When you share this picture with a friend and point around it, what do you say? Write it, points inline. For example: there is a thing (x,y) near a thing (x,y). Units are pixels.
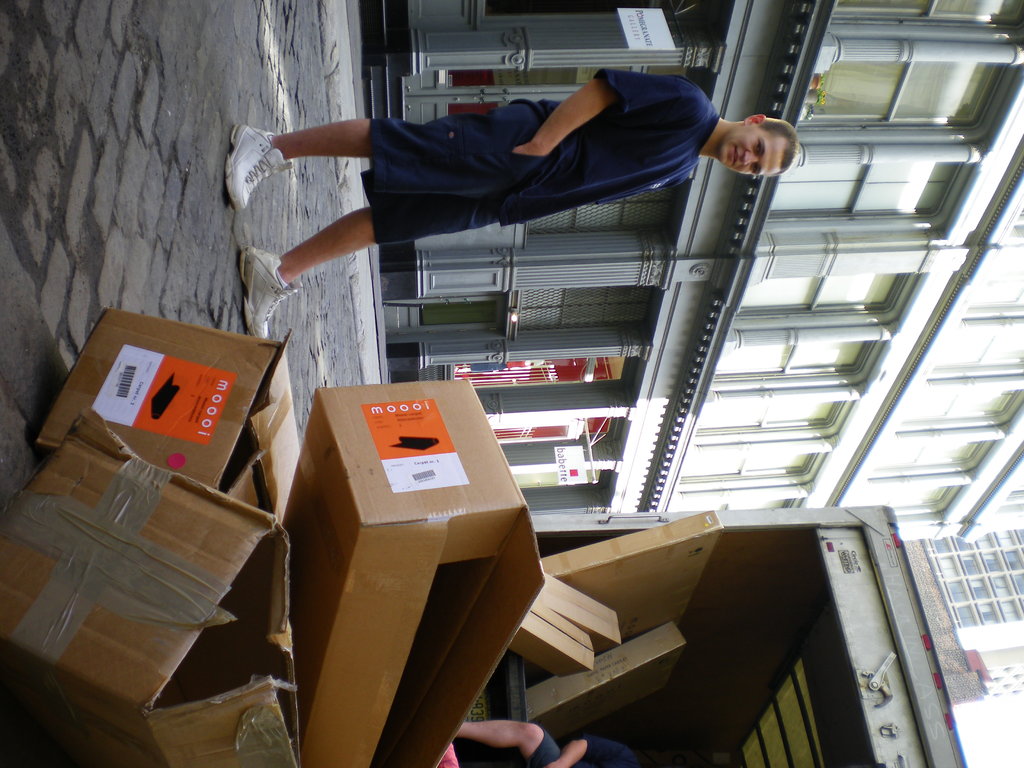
In the image there is a man (390,124) in navy blue t-shirt (626,155) and shorts (416,207) standing in the middle of the street (173,144) with many cardboard boxes (192,540) beside him and in the back (561,646) there is a truck (752,586) with many boxes (612,638) and a man (518,730) sitting inside it, on the right side (778,400) there are buildings (705,307), this is an inverted image.
